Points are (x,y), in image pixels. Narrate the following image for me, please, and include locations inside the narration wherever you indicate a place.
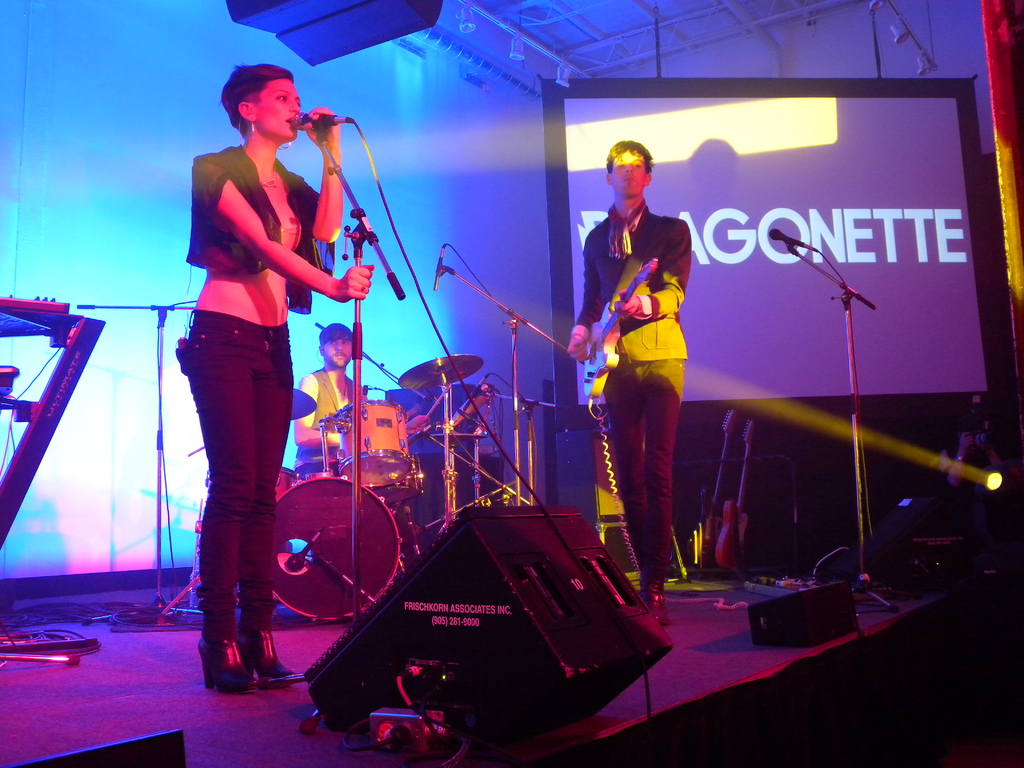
In this image I can see three people (574,331) and these people (588,306) are playing the musical instruments (584,375). To the Right (866,157) there is a screen (817,271).
